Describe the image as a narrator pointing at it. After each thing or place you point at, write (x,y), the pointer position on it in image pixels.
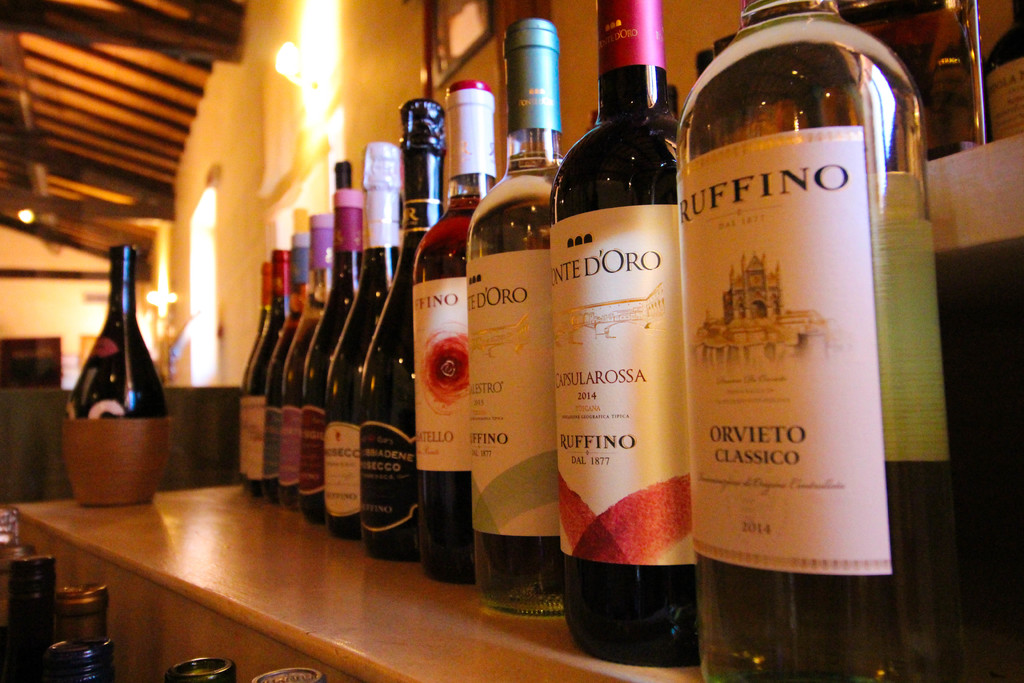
This image consists of a table (335,592) and on the table (449,665) there are so many alcohol bottles (551,288). There is a light (322,96) on the top (321,113).
